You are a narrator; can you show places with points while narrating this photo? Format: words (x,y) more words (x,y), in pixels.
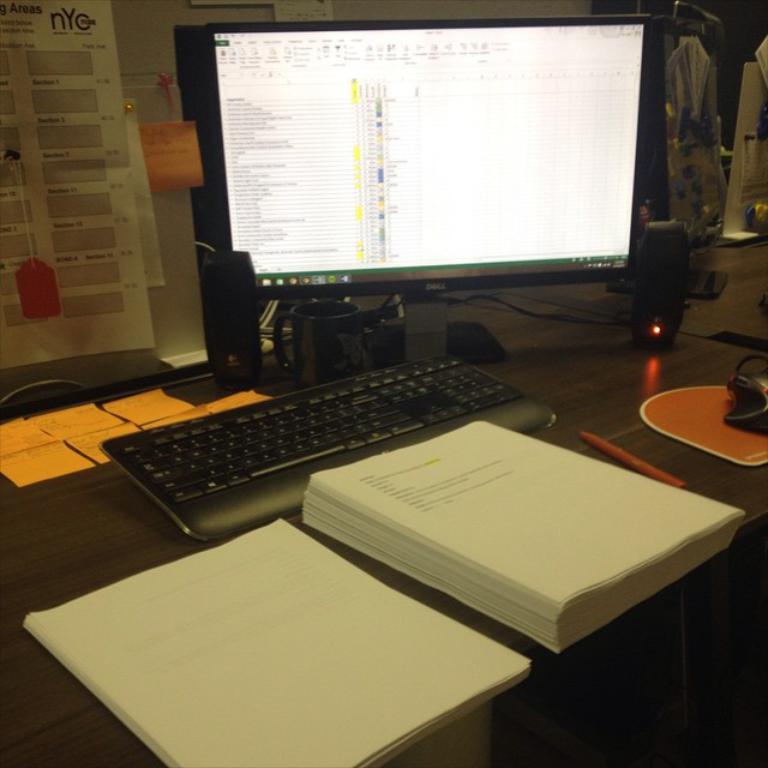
In this image, we can see a table (87,586), On top of the table (113,468), there are some items (426,327) are placed, Keyboard (400,378). There is a monitor (393,192) and cup (309,303). Here we can see mouse (739,400), mouse pad (700,441), pen (627,454). In left side (102,212), we can see papers (104,117). And right side (655,276), we can see speakers (664,272) here and here.
